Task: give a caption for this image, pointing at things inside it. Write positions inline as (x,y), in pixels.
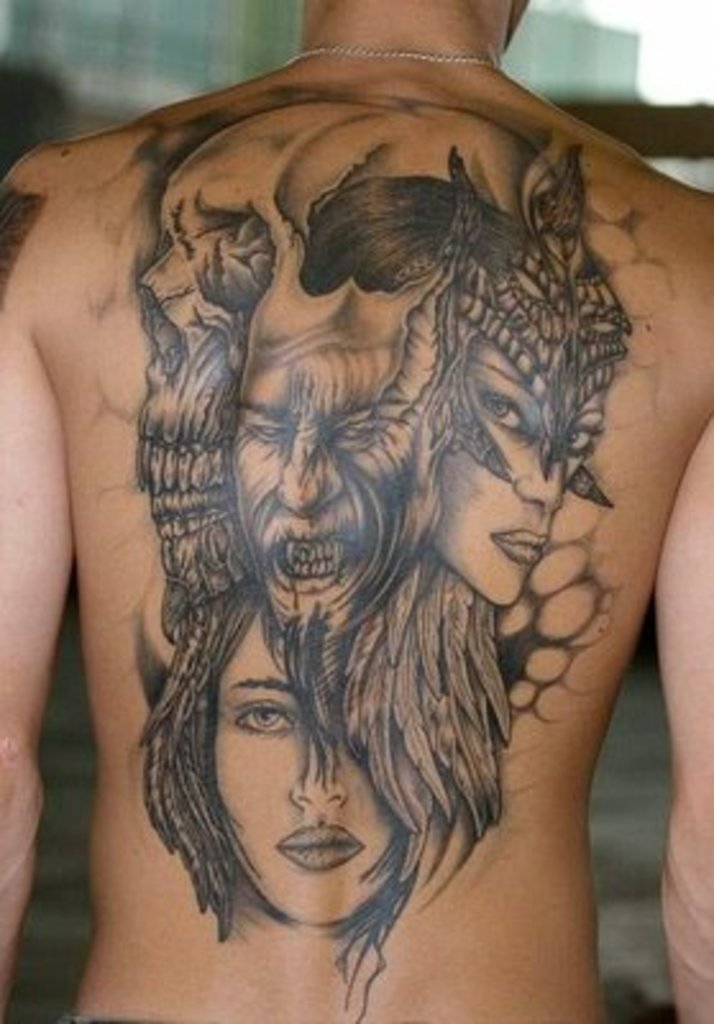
In this image we can see a tattoo (273,386) on the person's back (372,336).
